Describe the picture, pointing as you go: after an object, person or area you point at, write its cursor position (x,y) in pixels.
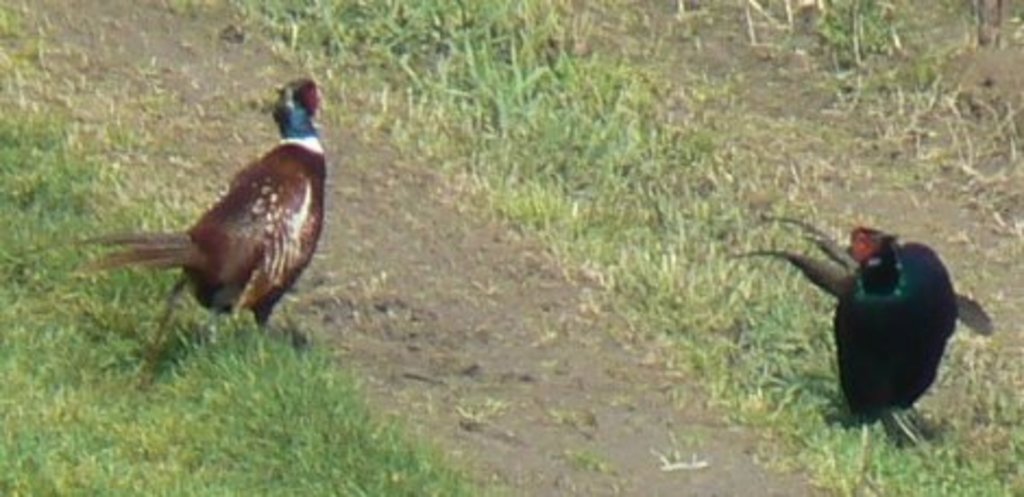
In this image there are two birds (232,306) on the land (497,332) having grass (531,233).
